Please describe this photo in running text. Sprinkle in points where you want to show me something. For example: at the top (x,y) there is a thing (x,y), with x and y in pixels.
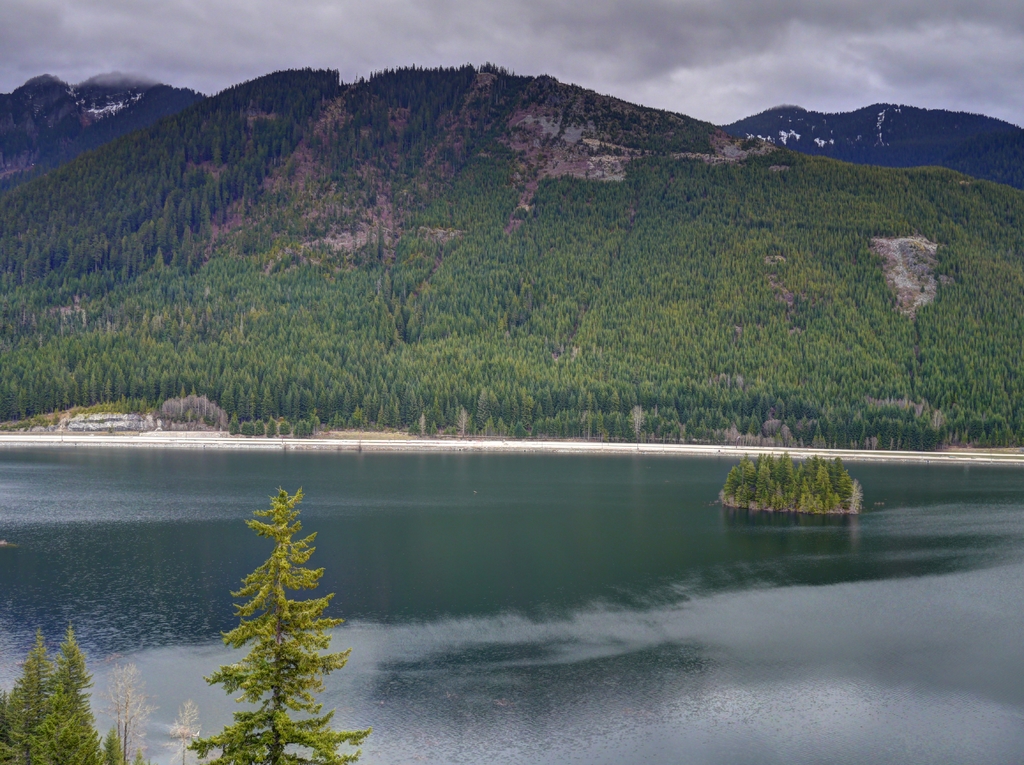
Here in this picture in the front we can see water (347,475) present over the place and on the right side (825,497) we can see trees (798,481) and plants (779,480) present in the middle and on the ground (638,443) we can see other plants (589,417) and trees (285,428) also present and we can also see mountains (337,116) that are fully covered with plants (641,219) and trees (336,193) and we can also see snow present on the mountains (113,107) and we can see the sky (237,80) is fully covered with clouds (143,61).
